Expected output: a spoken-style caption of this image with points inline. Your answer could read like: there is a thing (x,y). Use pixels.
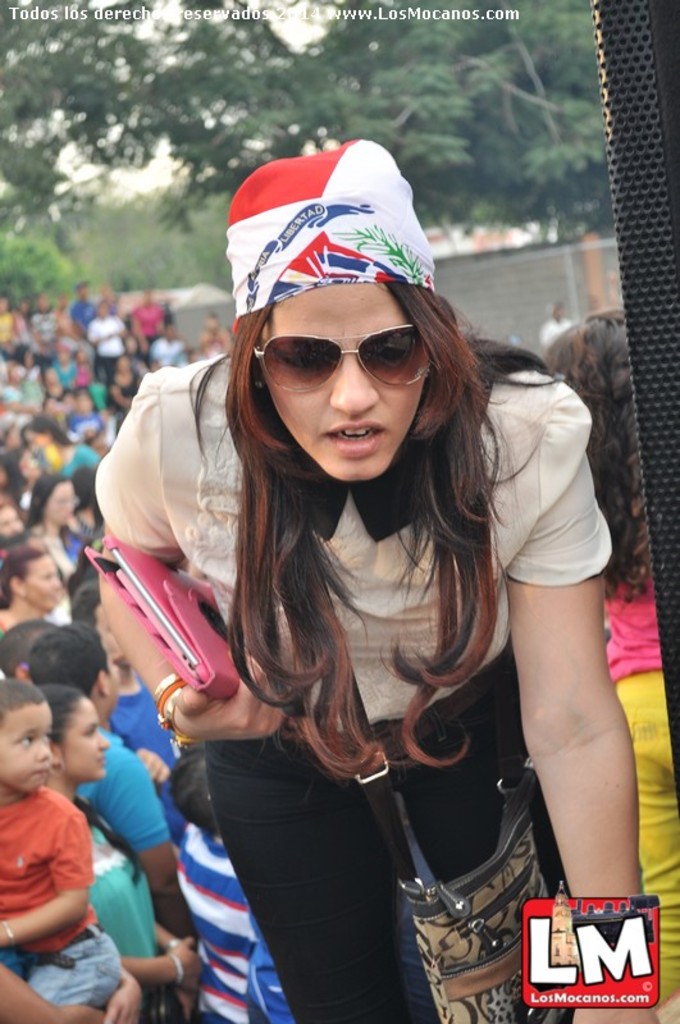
In this image we can see a woman (235,633) wearing dress (243,812), glasses (260,348), headwear (250,302) and handbag (521,828) is holding a pink color object (196,592) in her hands (245,699). In the background (8,433), we can see a few more people (619,406), the wall (550,280) and trees (267,87). Here we can see the logo (548,957) on the bottom right of the image (601,969) and at the top left side of the image (100,18) we can see the watermark (48,18).
